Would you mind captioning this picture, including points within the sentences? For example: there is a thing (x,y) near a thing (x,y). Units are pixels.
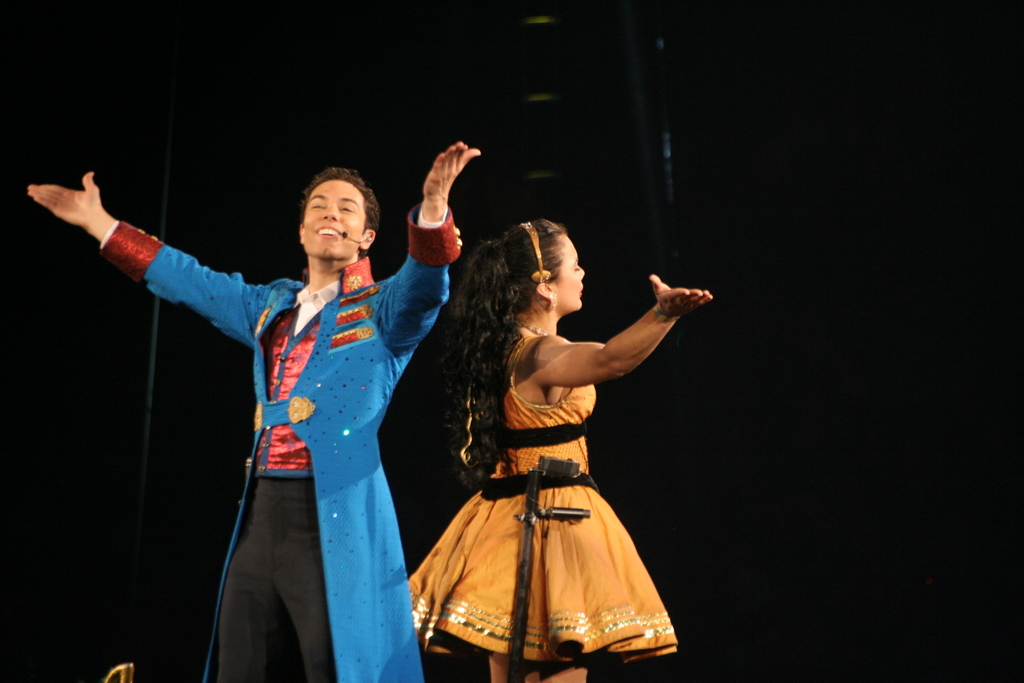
In this picture we can see two people (357,458) standing, some objects (517,609) and in the background (737,268) it is dark.
